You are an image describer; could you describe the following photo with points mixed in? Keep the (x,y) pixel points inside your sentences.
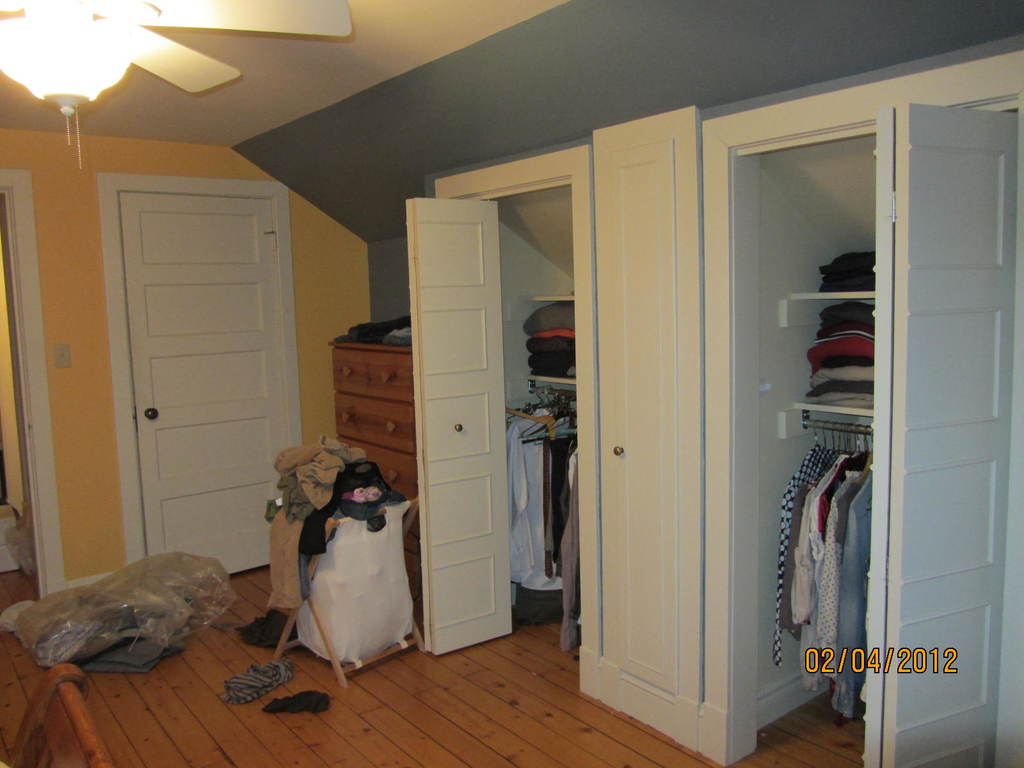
In this picture I can see couple of cupboards (660,404) and I can see few clothes (821,373) in the shelves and few are to the hangers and I can see clothes (319,551) in the bags (326,632) and looks like a polythene cover (50,611) with something in it on the floor (198,697) and I can see drawers (366,365) to the wall (328,401) and I can see a door (291,326) and a ceiling fan (110,69) with light (63,102) and I can see date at the bottom right corner of the picture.
